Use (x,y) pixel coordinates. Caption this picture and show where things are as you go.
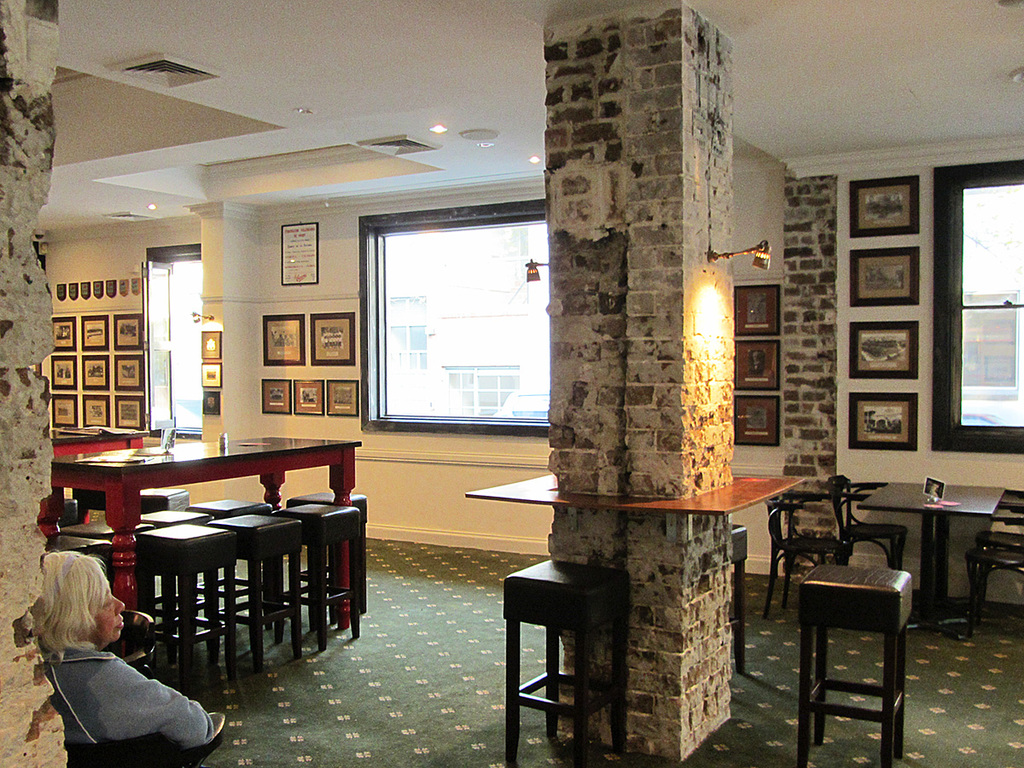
This image is taken in the building (323,472). In this image there are tables (60,481) and chairs (880,571). We can see pillars (603,453) and there are lights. In the background (441,370) there are windows (499,370) and we can see frames (854,335) placed on the wall (257,360).
